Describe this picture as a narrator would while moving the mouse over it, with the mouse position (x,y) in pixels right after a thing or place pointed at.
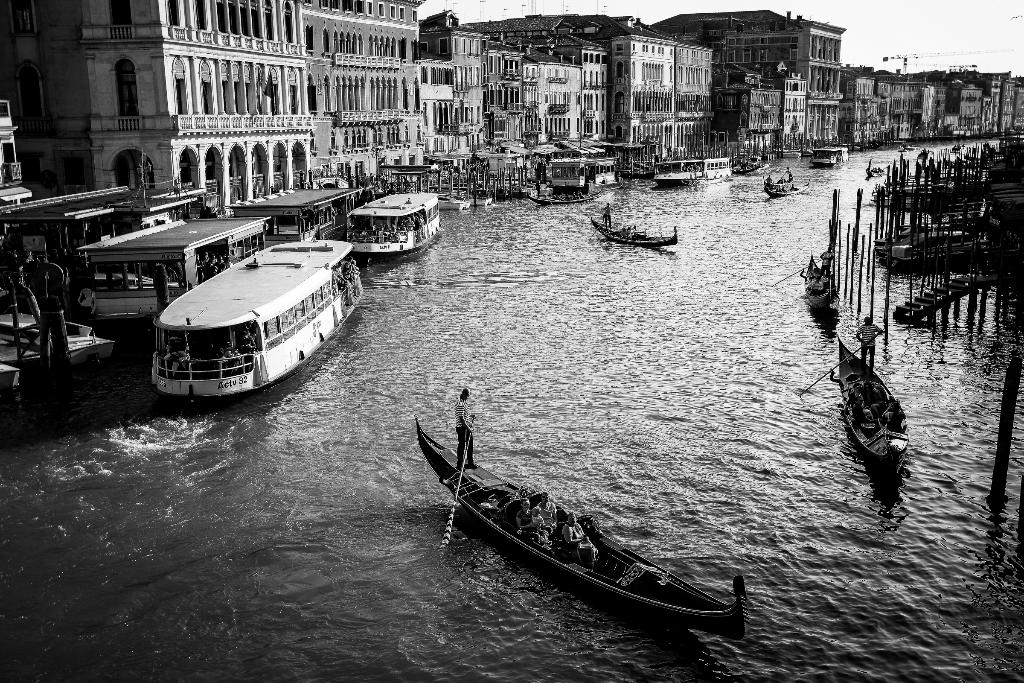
This image is a black and white image. This image is taken outdoors. At the bottom of the image (249,547) there is a lake (508,366) with water (645,329). In the background (738,108) there are many buildings (611,115) with walls (147,115), windows (204,106), pillars (311,149), doors (257,164) and roofs (557,25). There are a few poles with lights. In the middle of the image (420,241) there are many boats (366,220) floating on the lake (801,158). There are a few boats (584,566) sailing on the lake (816,447). A few people (550,519) are sitting in the boats (831,291) and a few (459,436) are standing. On the right side of the image (957,291) there are a few stairs (972,289) and there are a few poles (1006,450). At the top of the image (930,49) there is the sky (911,38).
